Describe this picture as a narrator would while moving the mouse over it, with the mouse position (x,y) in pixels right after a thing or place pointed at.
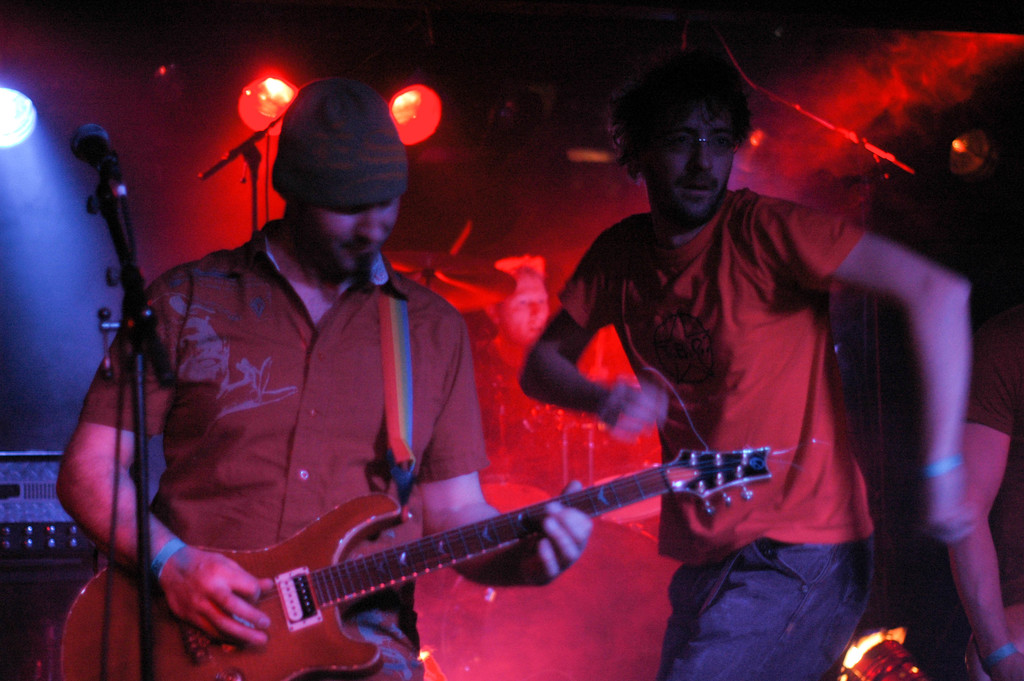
In this image i can see a person (221,359) standing and holding a guitar (304,650) in his hand (198,562), I can see a microphone (95,147) in front of him. To the right of the image (885,257) i can see another person (654,243) standing. In the background (415,96) i can see lights (22,129).
